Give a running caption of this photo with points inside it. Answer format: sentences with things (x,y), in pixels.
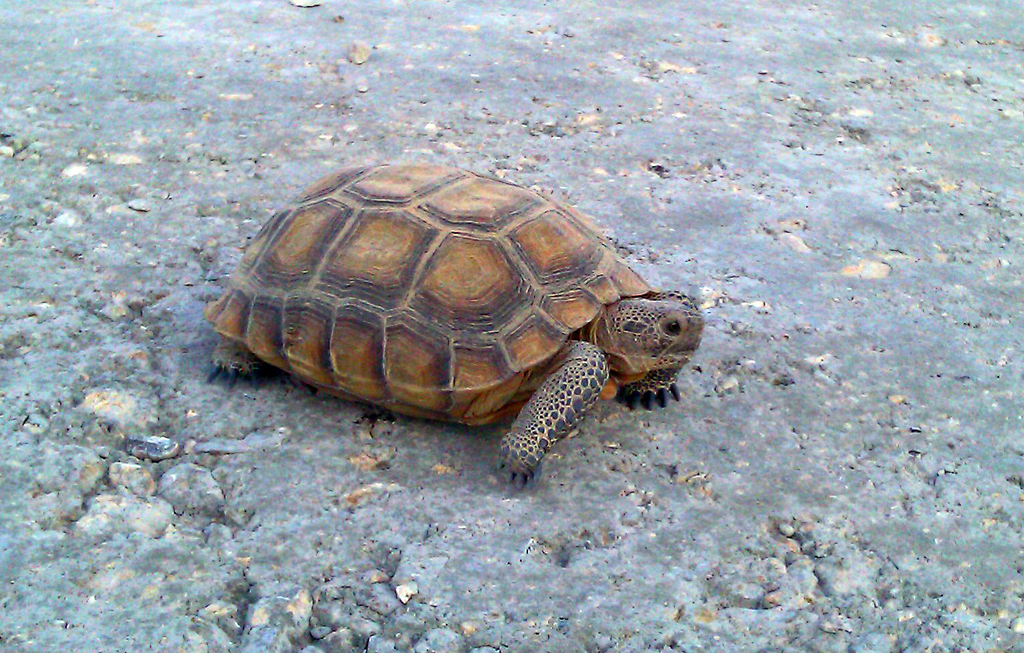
In this image we can see a tortoise (411,349) on the ground (450,425).
